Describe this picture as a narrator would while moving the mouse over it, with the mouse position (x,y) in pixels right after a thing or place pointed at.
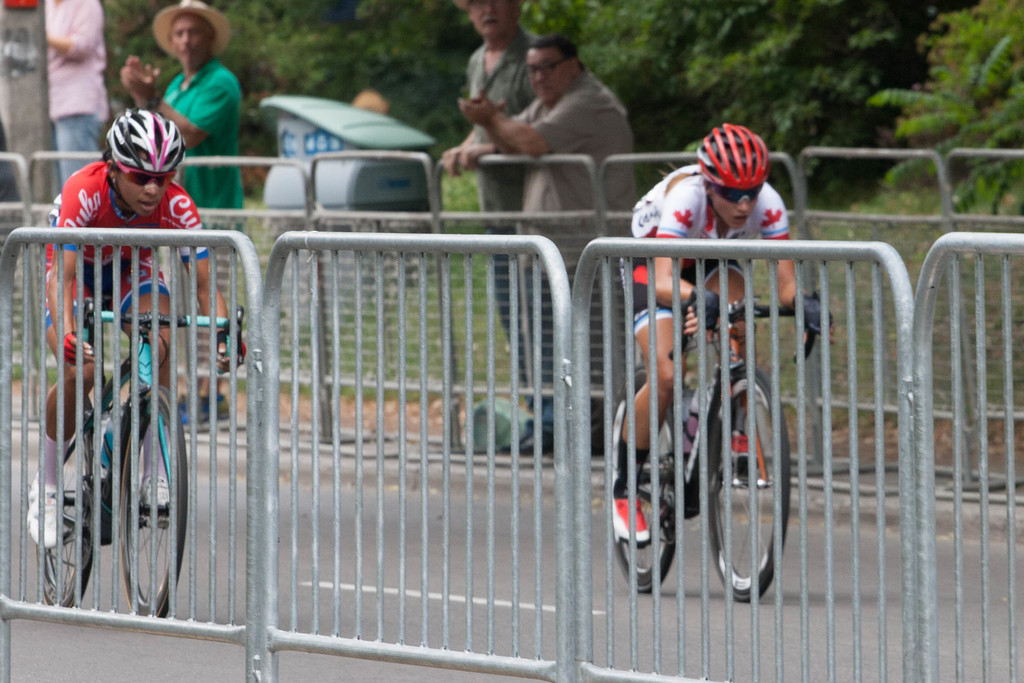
In this picture we can see two women (68,407) wore helmets (118,145), goggles (132,178), riding bicycles (712,477) on the road (819,555), four people (98,62) standing, fences (405,158), grass (871,281), some objects (324,123) and in the background (985,50) we can see trees (459,56).
